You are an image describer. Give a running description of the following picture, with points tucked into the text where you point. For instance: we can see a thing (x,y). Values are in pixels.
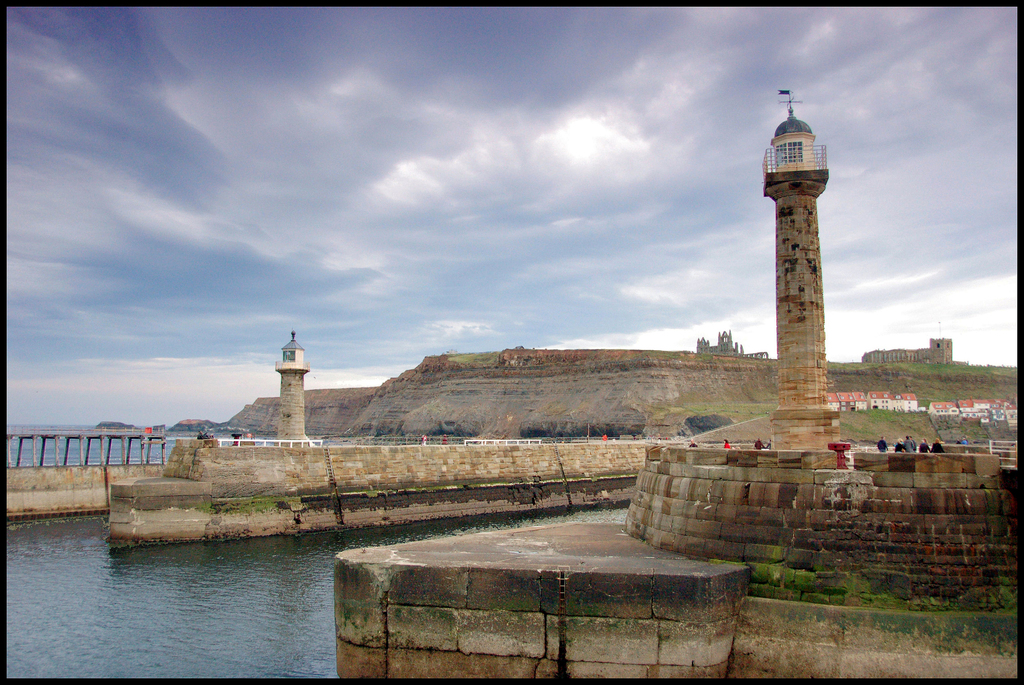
In this picture we can see water (235,579) at the left bottom (235,565), on the left side (92,456) there is a bridge (107,456), there are two towers (810,419) in the middle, on the right side (911,451) we can see some people (885,441), in the background (984,402) there are some buildings (914,394) and a fort (907,357), there is the sky (990,357) and clouds (839,359) at the top of the picture (277,204).
